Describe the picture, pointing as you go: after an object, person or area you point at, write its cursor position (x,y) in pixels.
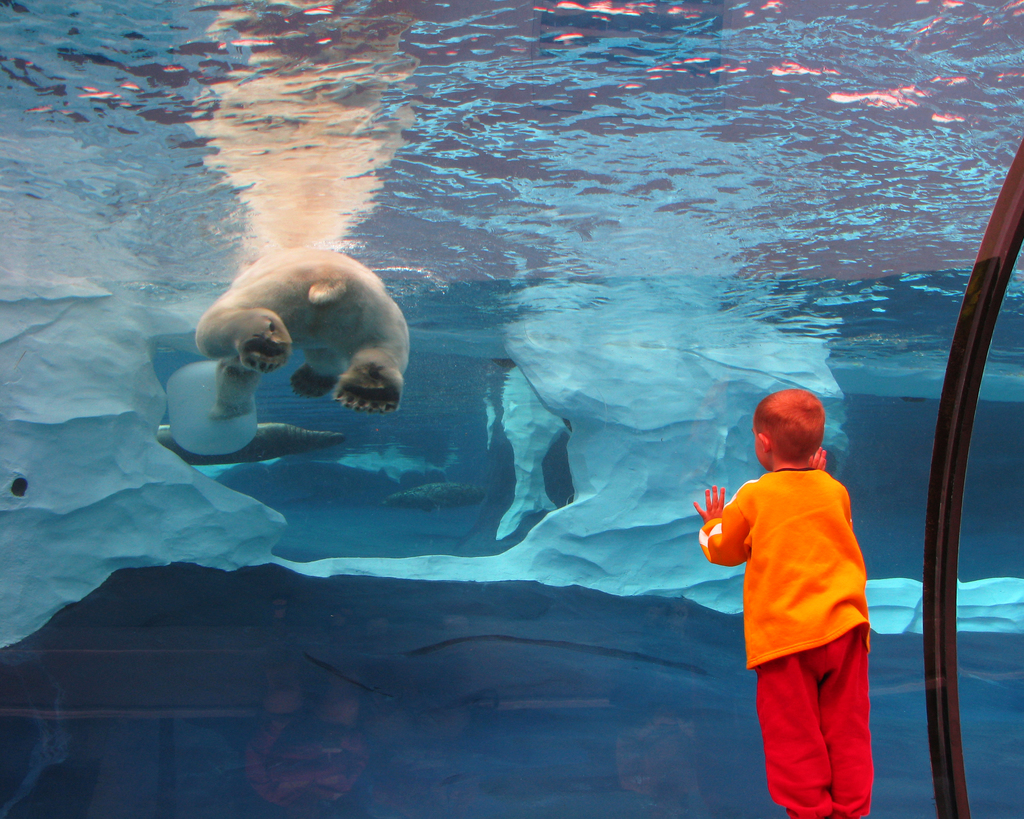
In the picture I can see a child (778,635) wearing an orange color dress (808,630) is standing near the glass door (573,599) through which we can see the icebergs (141,357) and a polar bear (220,409) is floating in the water (445,286).
